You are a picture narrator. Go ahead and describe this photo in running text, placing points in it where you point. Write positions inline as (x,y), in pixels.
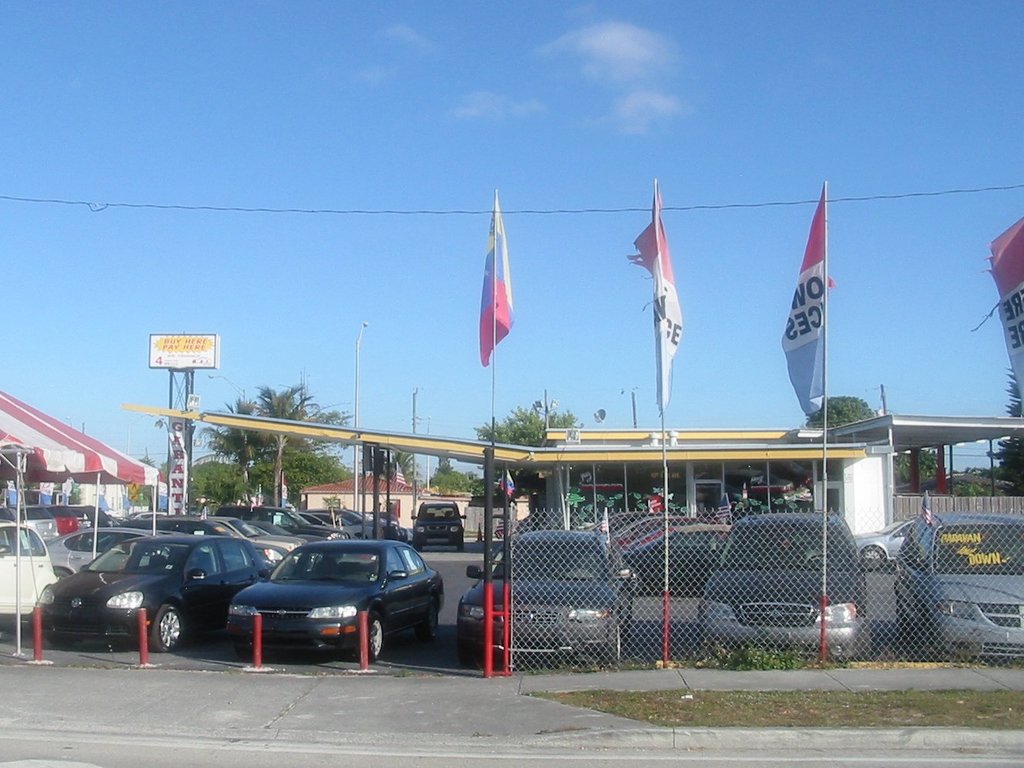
In this image there are so many cars (142,558) in the middle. At the top (375,116) there is sky (371,146). On the right side (755,548) there is a fencing (688,565). On the fencing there are flags (672,321). On the left side (21,430) there is a tent (44,443). In the background (294,460) there are trees (281,459) and houses (321,489).
